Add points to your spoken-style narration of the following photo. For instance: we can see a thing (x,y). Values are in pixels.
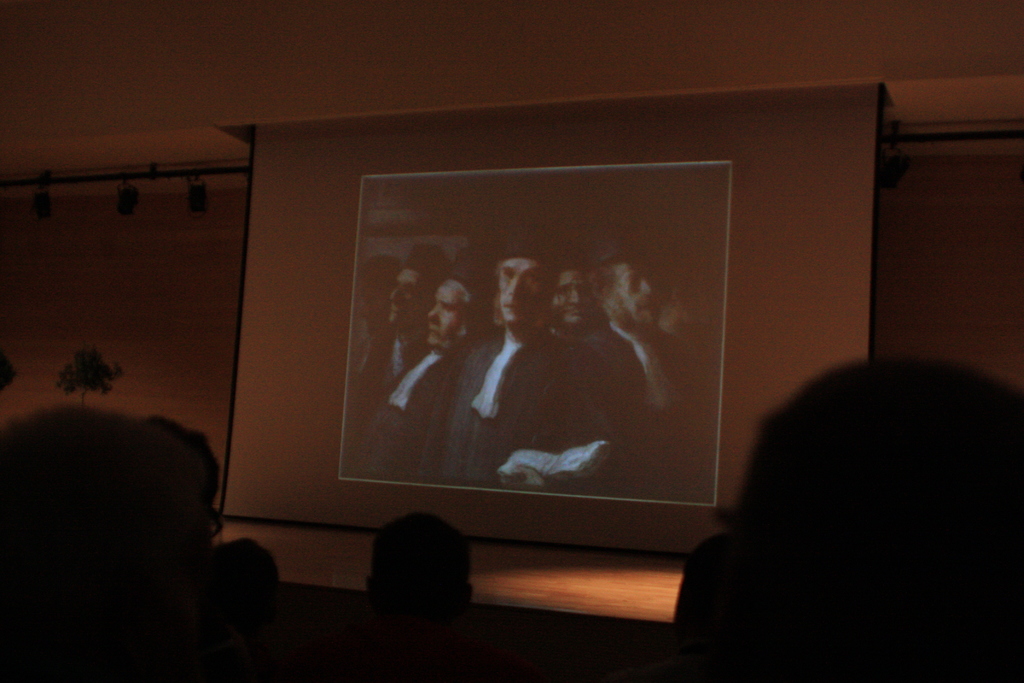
In this image we can see some people (31,512) sitting and they are watching a movie (654,431) on the projector screen (515,349).
